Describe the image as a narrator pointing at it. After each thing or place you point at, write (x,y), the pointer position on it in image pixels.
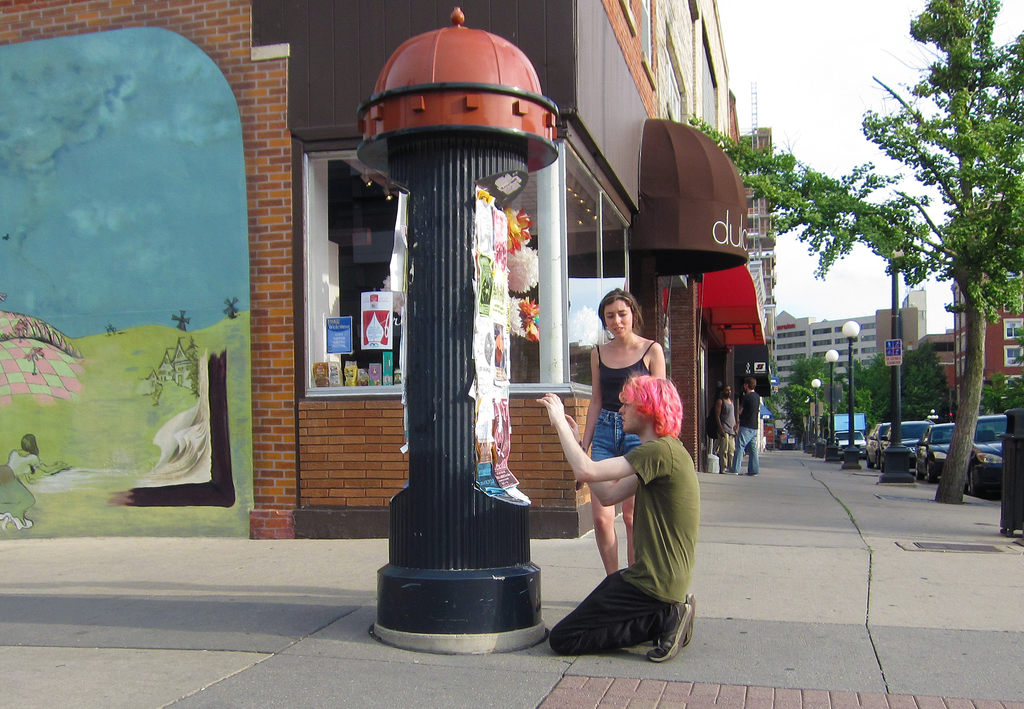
In this picture I can see buildings (812,349), trees (812,213) and few pole lights (831,386) and few cars (873,443) parked and I can see few people (747,413) standing and I can see painting (172,247) on the wall (141,222) and few papers (506,297) with some text (495,311) and I can see a cloudy sky (876,32).
